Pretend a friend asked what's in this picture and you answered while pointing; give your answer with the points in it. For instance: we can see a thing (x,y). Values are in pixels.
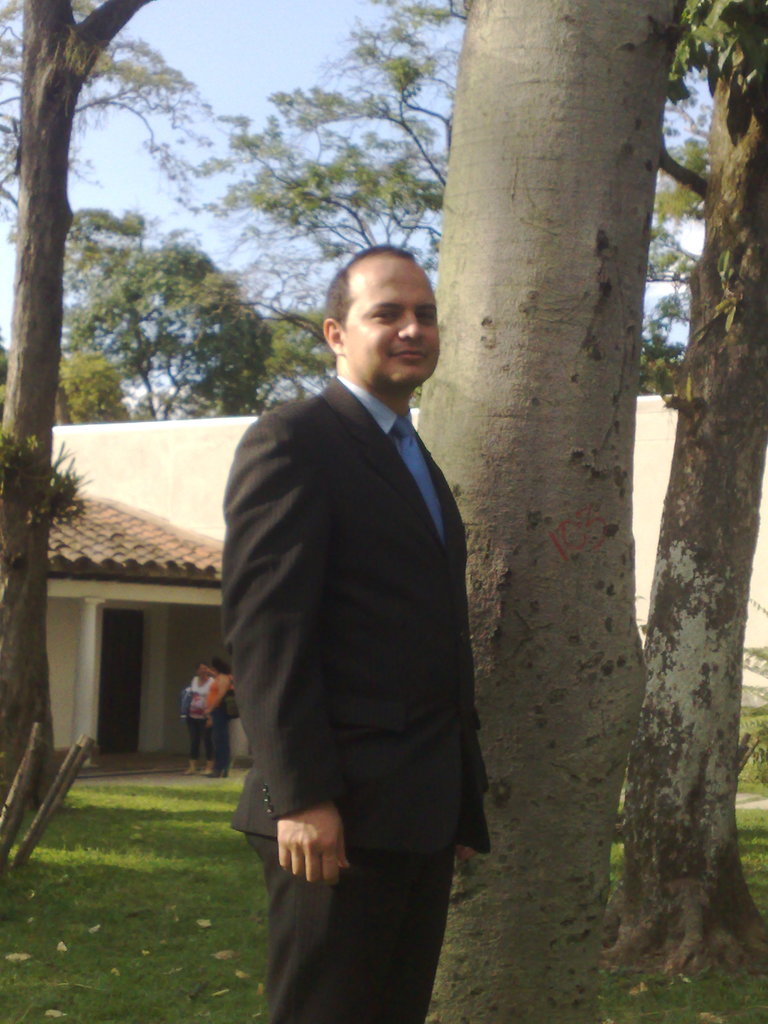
In this image I can see people (333,463), trees (59,78), building (208,494), grass (146,834), sky (331,72) and objects (41,822).
